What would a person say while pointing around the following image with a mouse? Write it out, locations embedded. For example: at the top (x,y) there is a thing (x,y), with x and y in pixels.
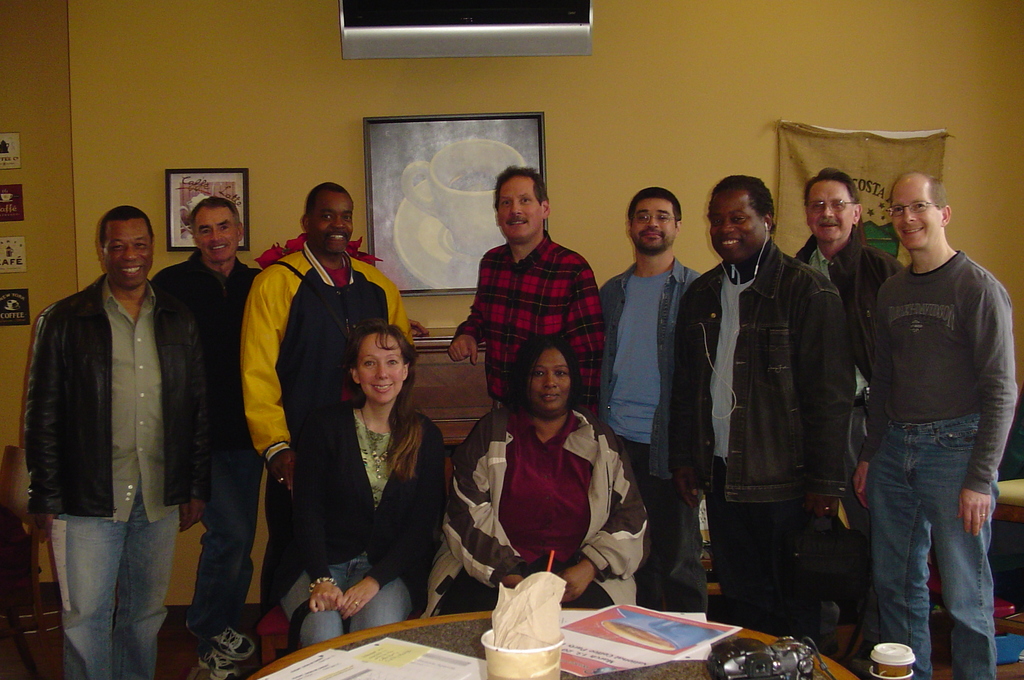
In this image we can see a group of persons (550,420). At the bottom (524,594) we can see objects (523,668) on a table (557,644). Behind the persons (642,225) there is a table (429,356) and a wall (919,95). On the wall (312,174) we have photo frames (480,143) and an air conditioner (528,24). On the left side (20,212), we can see few papers (10,201) and a chair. On the right side (874,159), we can see a cloth (862,150) on the wall (6,362). In the bottom right (997,593) we have few objects (1022,620).
